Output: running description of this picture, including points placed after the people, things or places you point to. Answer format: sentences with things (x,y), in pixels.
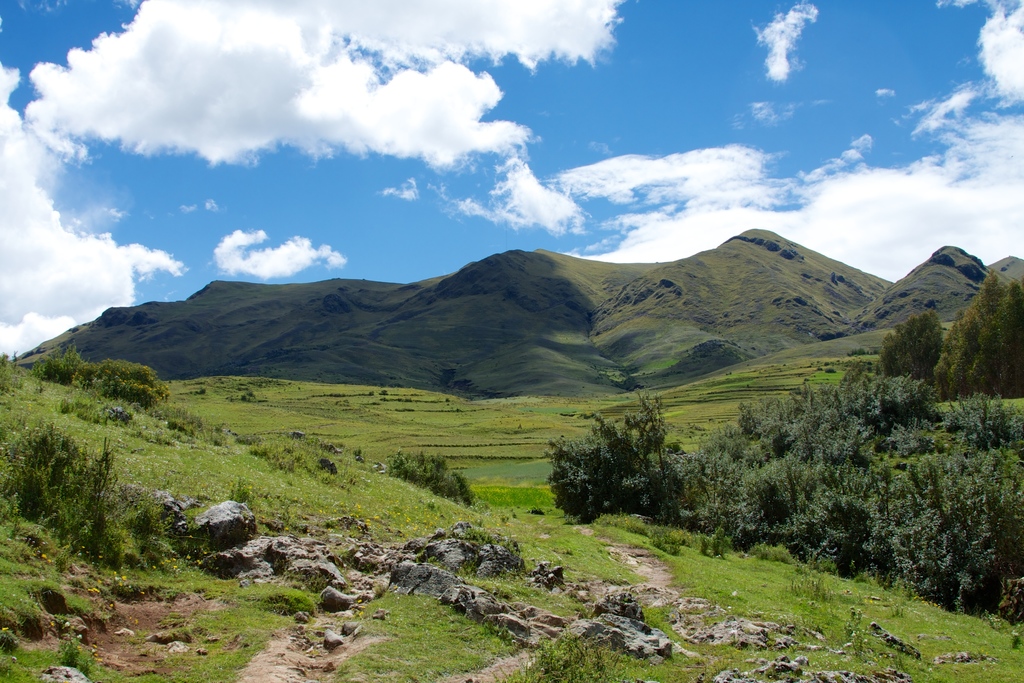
In this image we can see some plants (696,454), grass (380,453), stones (383,467), mountains (652,357) and the trees (904,362), in the background (1016,251) we can see the sky (944,131) with clouds (872,179).
